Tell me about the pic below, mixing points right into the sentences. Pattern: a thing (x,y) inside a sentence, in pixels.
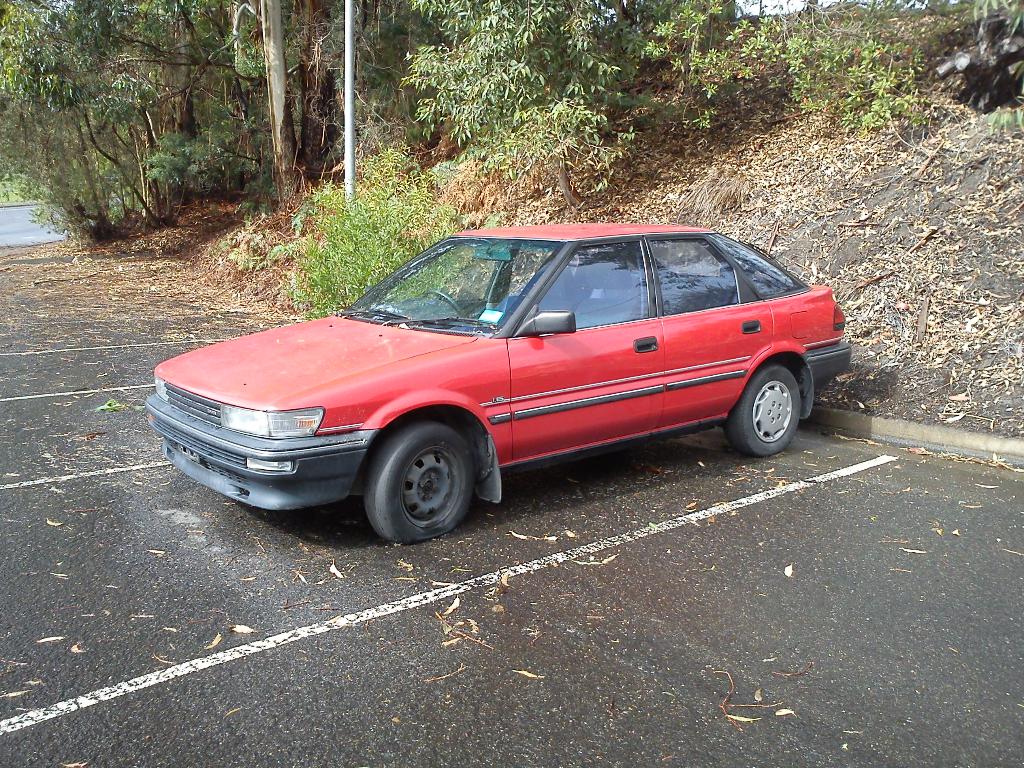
In the center of the image (552,327), we can see a car (276,443) on the road (480,516) and in the background (560,155), there are trees (604,127) and poles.
